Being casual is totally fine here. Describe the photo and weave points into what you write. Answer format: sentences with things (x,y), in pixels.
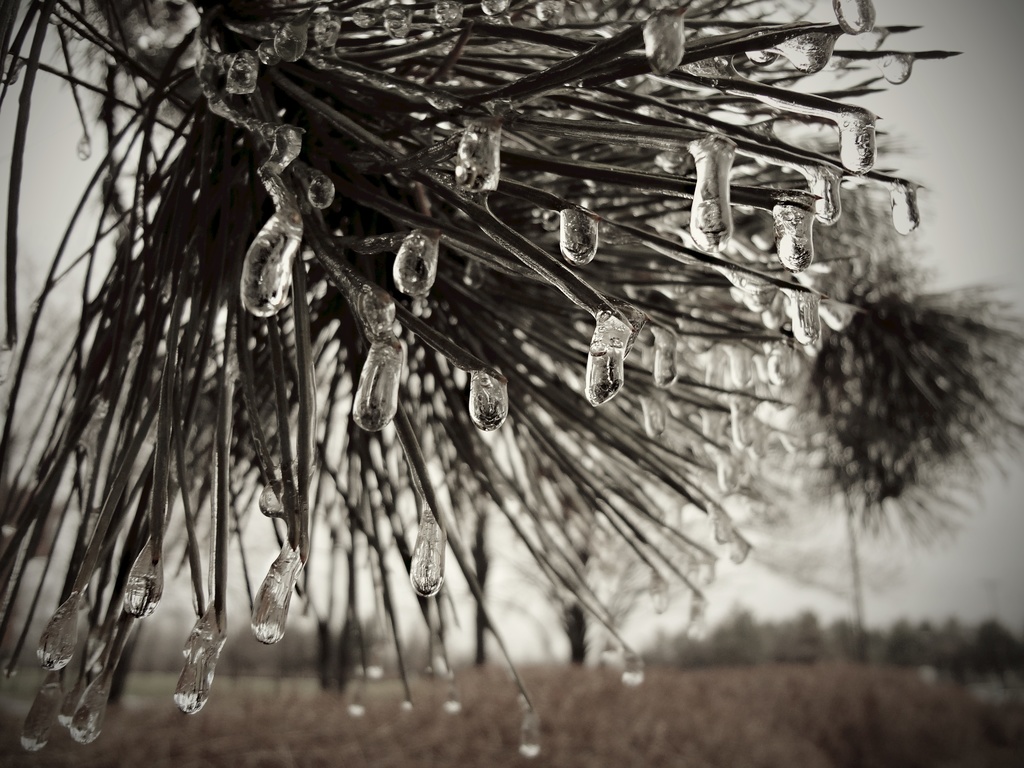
Here in this picture we can see trees (815,430) present on the ground (530,687) and in the front (533,286) we can see closer view of the water droplets (436,581) present on the tree (542,394) and we can see the ground (871,718) is fully covered with grass (815,738) and we can also see plants (808,649) and trees (835,655) in the far, which are in blurry manner and we can see the sky (463,608) is cloudy.
